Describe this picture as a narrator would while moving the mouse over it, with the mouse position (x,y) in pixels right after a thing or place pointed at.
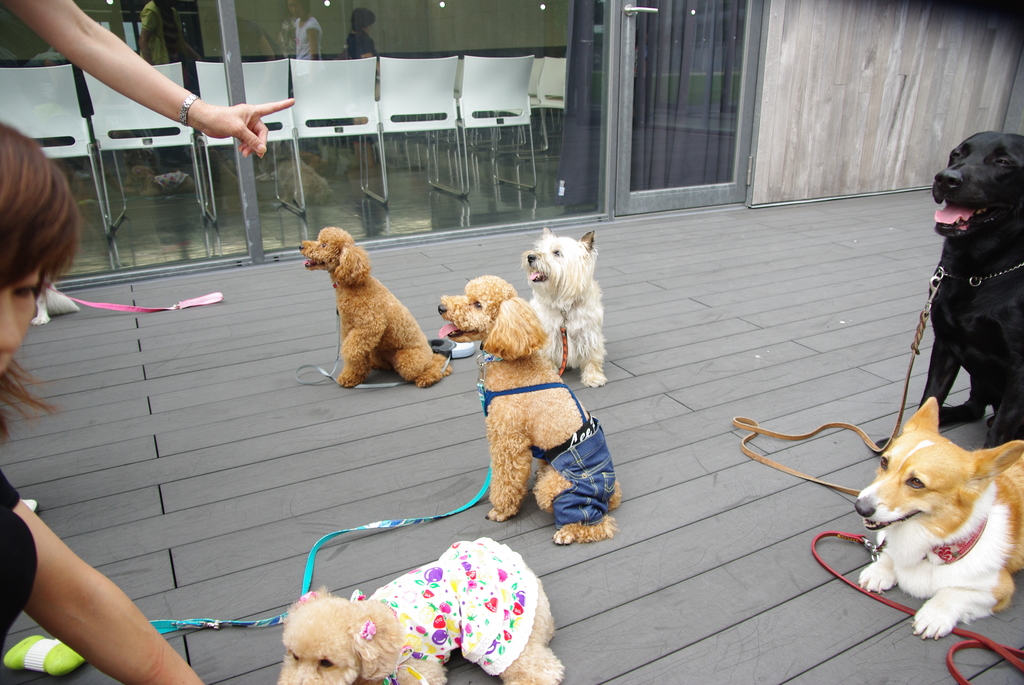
This picture shows a bunch of dogs (508,434) on the floor (275,414) and we see a woman (56,214) and another human hand (159,94) on the side and couple of dogs (386,327) are brown in color and a dog (554,355) is white in color and we see another dog (431,637) with a cloth (432,644). It is light brown in color and another dog (997,517) is white and brown in color and a dog (945,391) black in color and we see belts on the dogs neck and we see a glass door (663,115) and few chairs (501,96).
